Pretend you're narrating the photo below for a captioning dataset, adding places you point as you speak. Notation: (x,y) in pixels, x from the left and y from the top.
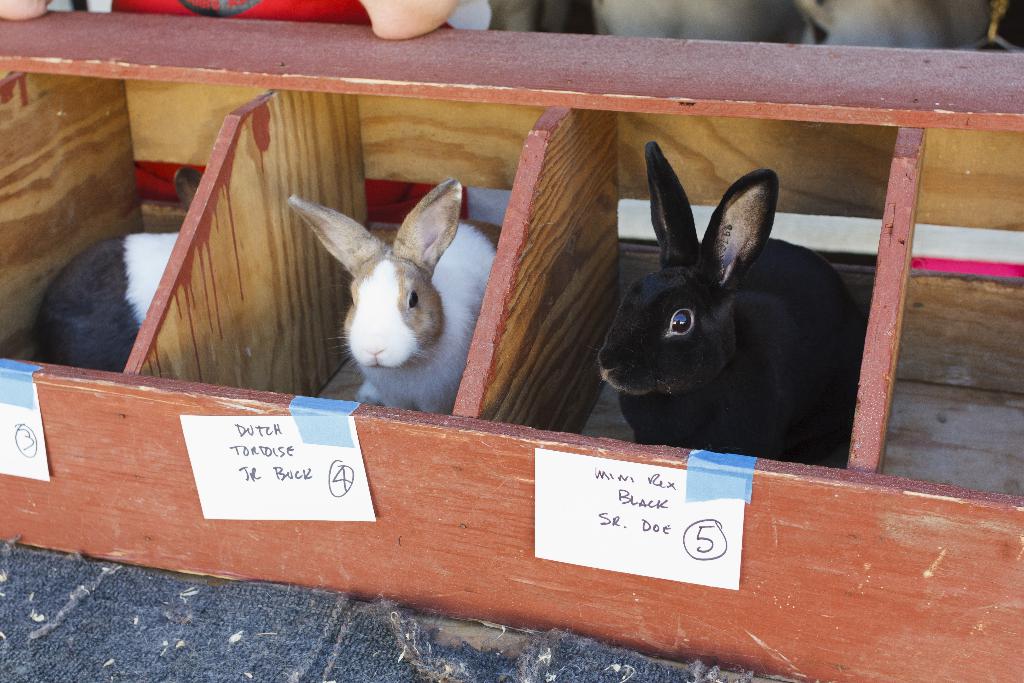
In this image there are three rabbits (631,346) kept one beside the other in the wooden cage (523,297). In front of them there is a paper (280,446) which is stick to the wooden wall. In the background (343,18) there is a person (248,14) who kept his hands (388,19) on the wooden cage (399,57).
